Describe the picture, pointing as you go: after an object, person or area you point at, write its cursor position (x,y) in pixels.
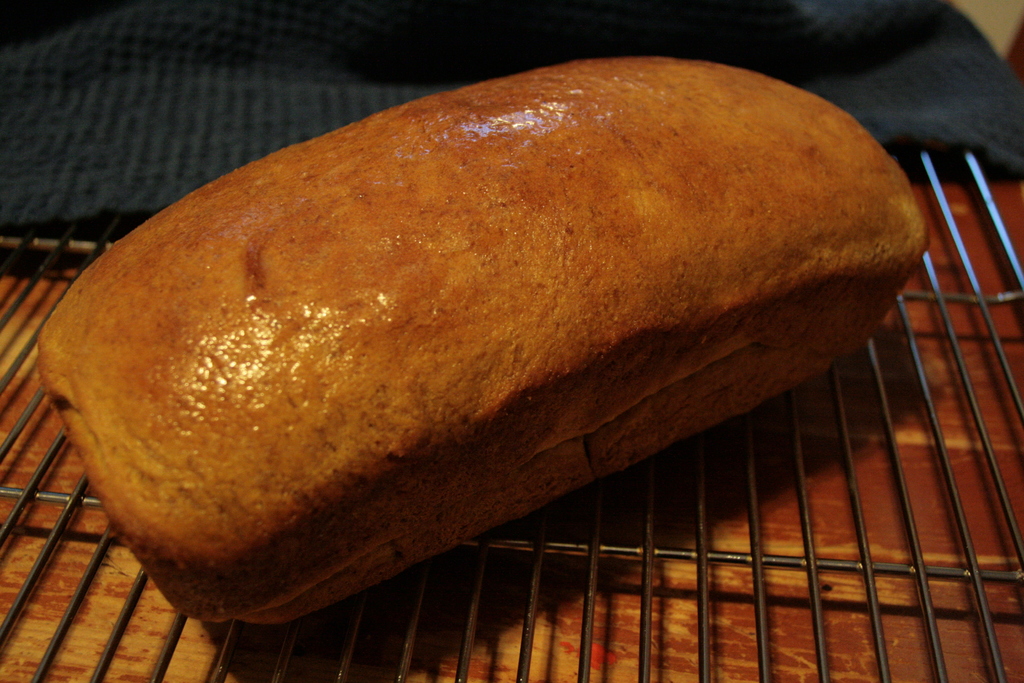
In this image I see the grill (57,446) on which there is food (499,282) which is of brown in color and I see the cloth (321,33) over here which is of blue in color.
